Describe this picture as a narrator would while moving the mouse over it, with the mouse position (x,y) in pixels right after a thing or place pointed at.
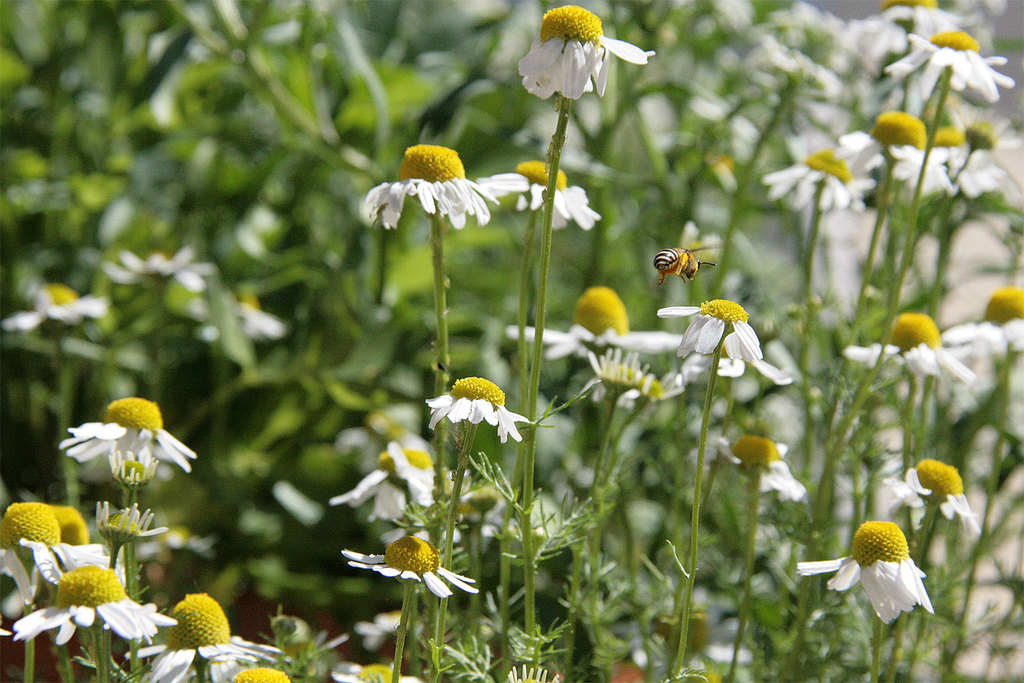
In this image there are flowers (432,503) in the front (382,501) and there is an insect (673,261) flying in the air (673,295) and the background (307,219) is blurry.
